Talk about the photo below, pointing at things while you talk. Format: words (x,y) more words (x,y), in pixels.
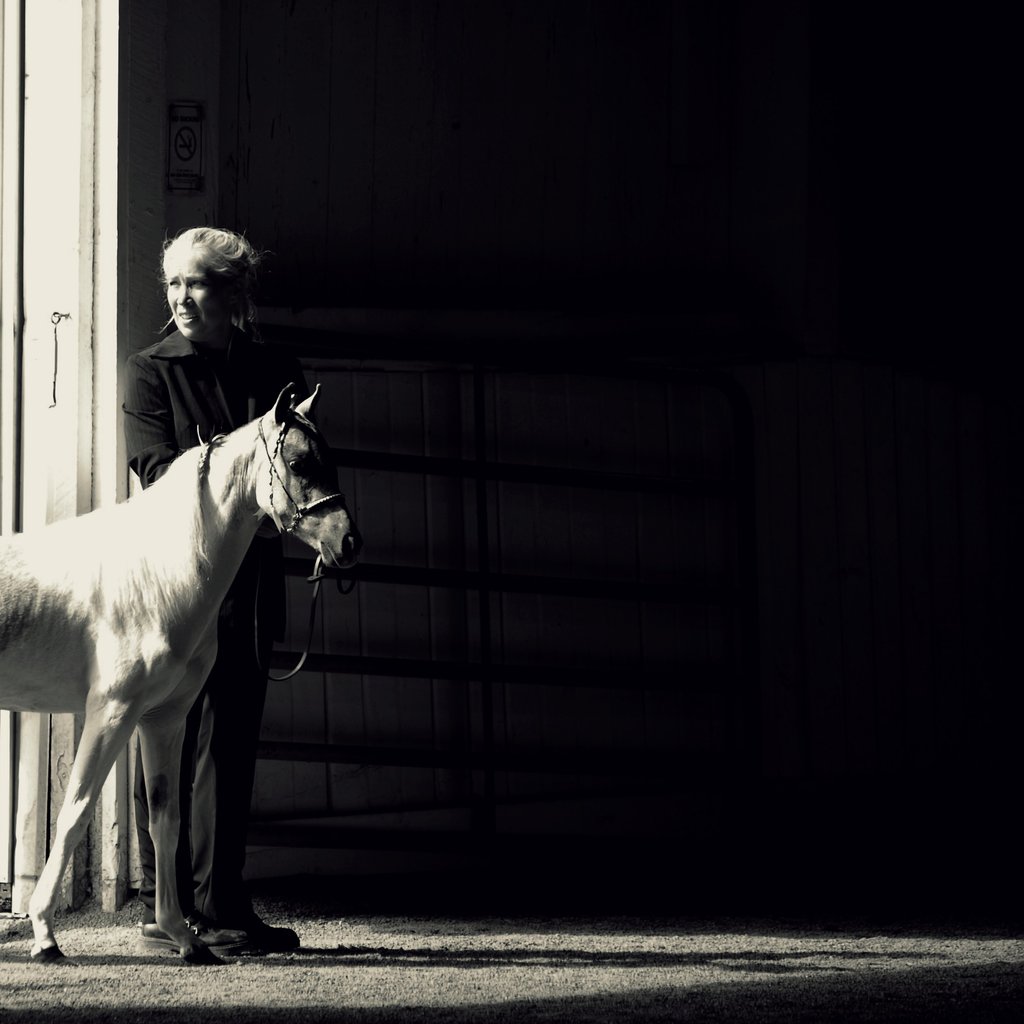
The women (183,390) wearing black suit (189,390) is catching a white horse (127,582).
